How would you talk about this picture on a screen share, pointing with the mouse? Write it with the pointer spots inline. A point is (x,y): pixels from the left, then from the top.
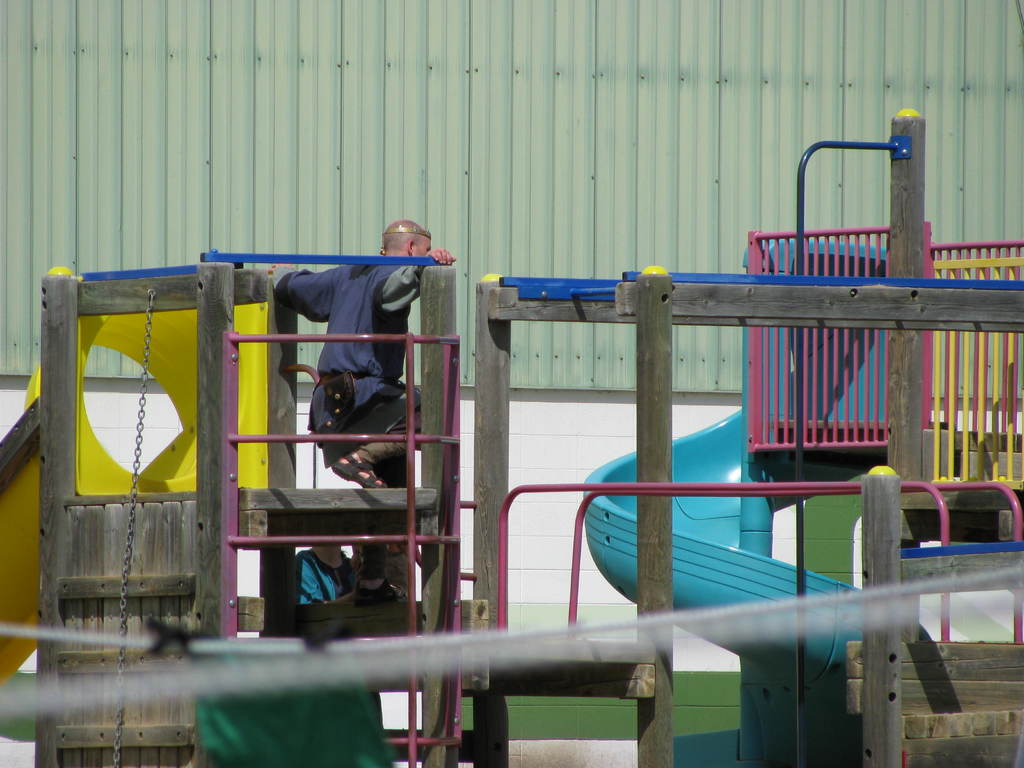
Here we can see kids play equipment (796,593) and there are two persons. In the background (547,101) we can see wall (741,160).
